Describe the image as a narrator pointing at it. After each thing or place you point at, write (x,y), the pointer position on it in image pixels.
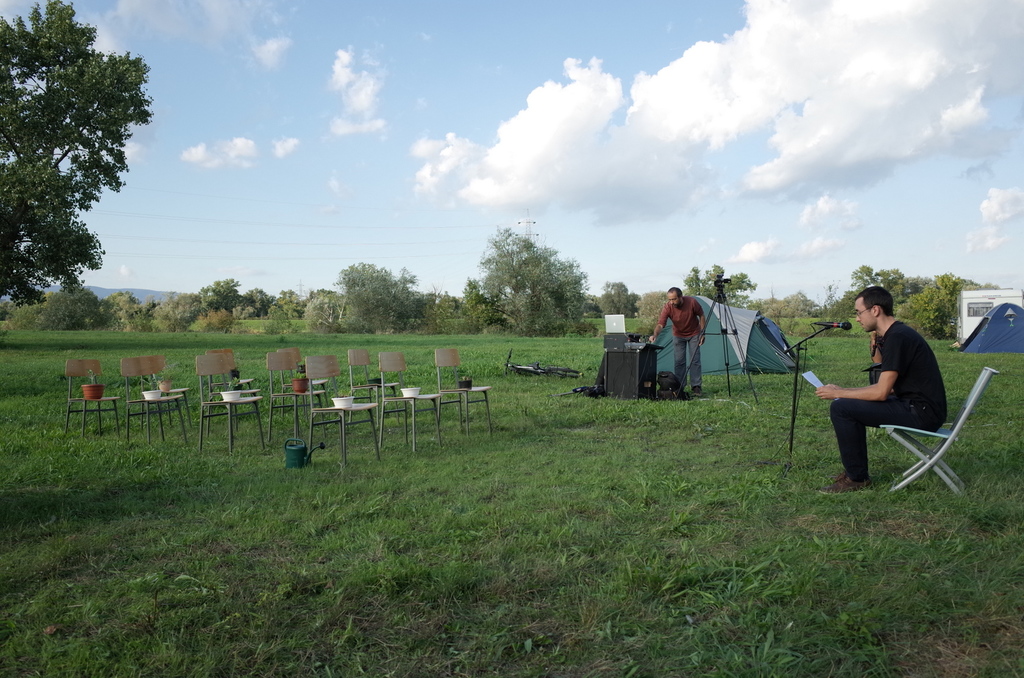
In this picture we can observe some chairs (427,398) in front of a man (860,388) sitting in the chair (938,453). We can observe a mic (846,324) and a stand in front of him. There is some grass (460,509) on the ground (306,344). We can observe table (618,362) on which there is a laptop (608,331). There is a person (678,367) standing. We can observe some tents (763,344) on the right side (1003,335). In the background (309,309) there are trees (498,284) and a sky (559,139) with some clouds (758,96).
